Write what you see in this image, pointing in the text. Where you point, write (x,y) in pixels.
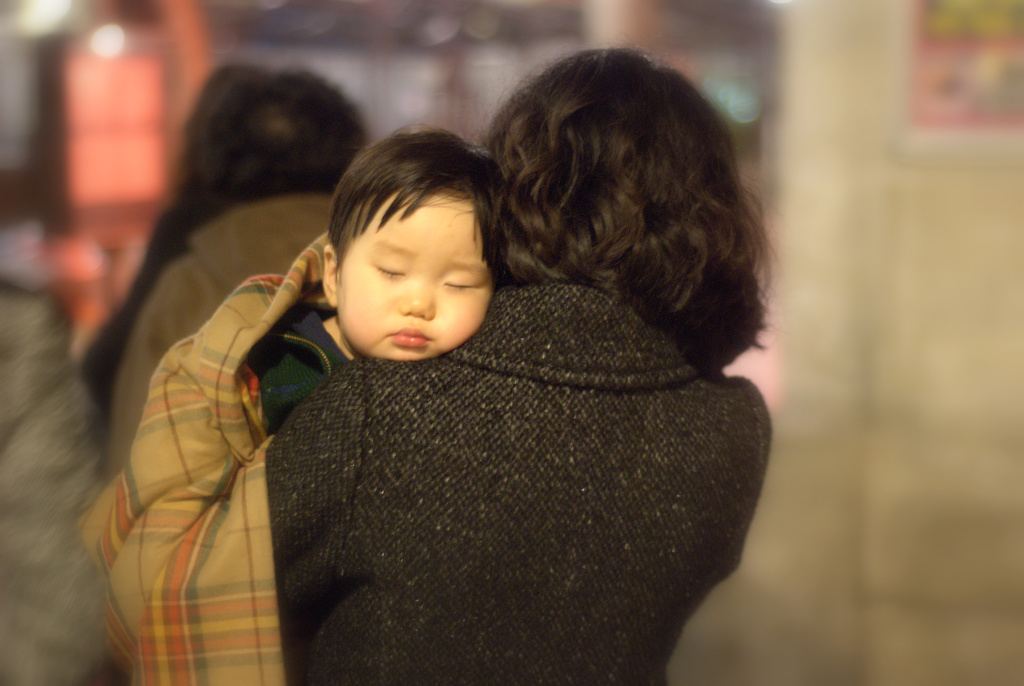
In this image I can see a person (501,317) is holding a baby (463,335). Person (556,459) is wearing black dress (524,467). Back I can see the blurred background (267,46).
